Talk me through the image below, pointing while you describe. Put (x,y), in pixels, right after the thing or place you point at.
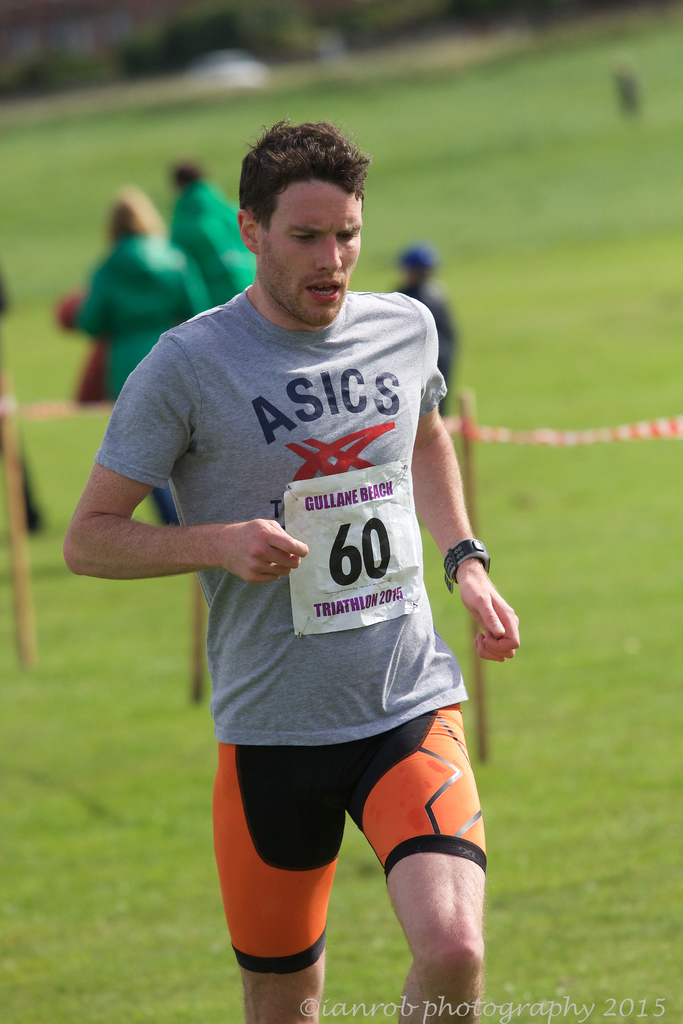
In this image we can see a few people (347,361), one of them is running, there is a thread (512,435) tied to the poles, and the background (327,73) is blurred.
